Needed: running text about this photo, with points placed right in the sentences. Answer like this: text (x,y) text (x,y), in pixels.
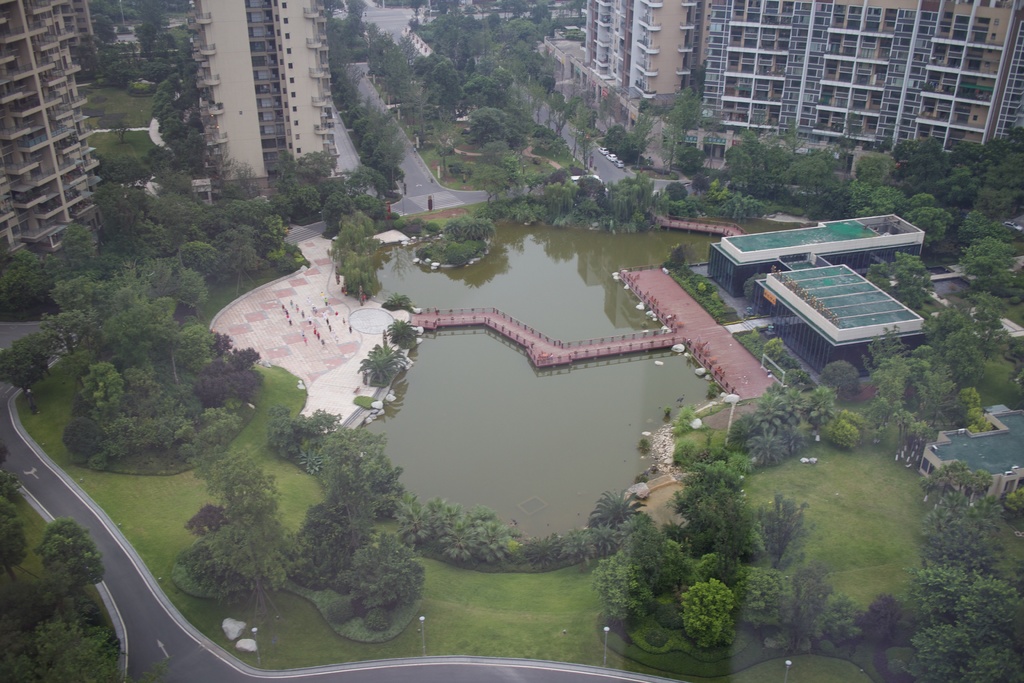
In the image we can see there are many buildings (67,59) and trees (427,530). Here we can see grass (503,594), water (535,442), path (683,343), road (366,98), and poles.
